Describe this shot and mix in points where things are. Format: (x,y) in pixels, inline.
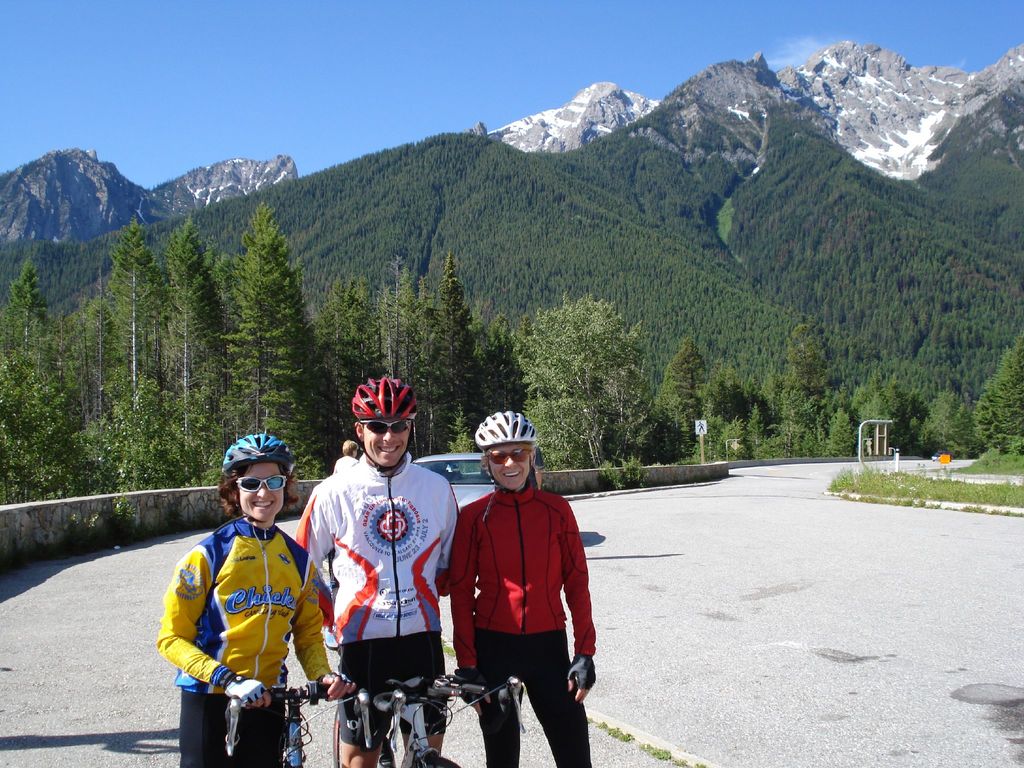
In this picture I can see few are standing and holding couple of bicycles (301,753) and they are wearing helmets (393,396) and sunglasses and I can see a car (481,488), a human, few trees (348,301) and hills (636,119) in the back (715,433) and I can see a sign board (702,448), few plants (885,502) and a blue sky (566,68).
